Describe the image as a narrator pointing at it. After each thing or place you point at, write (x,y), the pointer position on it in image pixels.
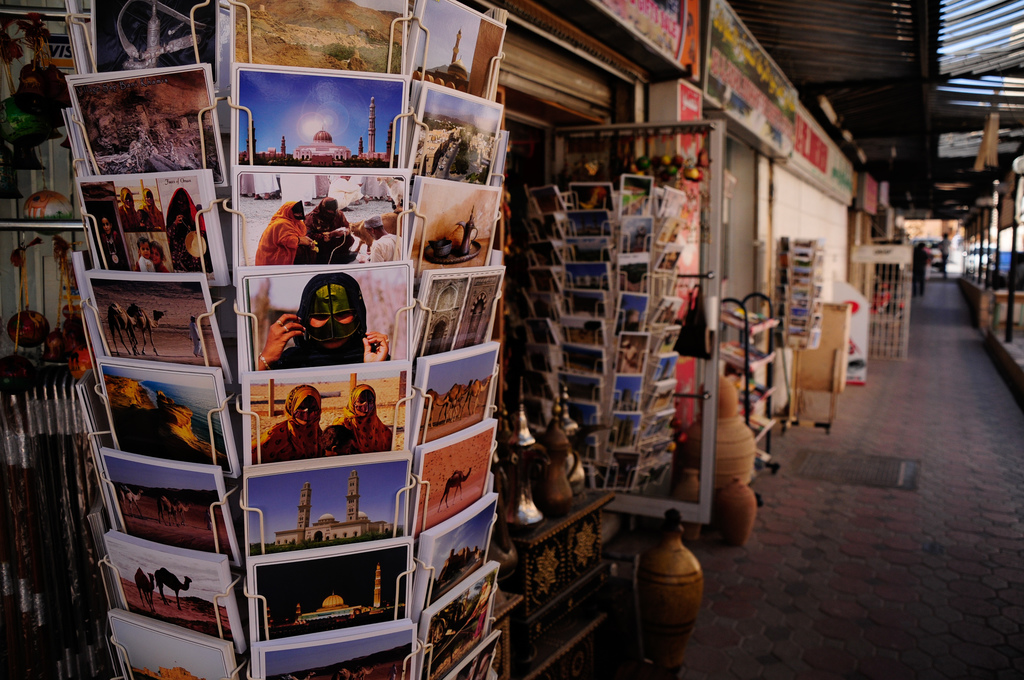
In this picture, we can see a few stores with some posters (375,151), we can see the ground (991,596) with some objects (673,598) on it like stands (239,311), with some objects (757,346) on it, pots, and we can see the roof (971,120), poles (984,218).
